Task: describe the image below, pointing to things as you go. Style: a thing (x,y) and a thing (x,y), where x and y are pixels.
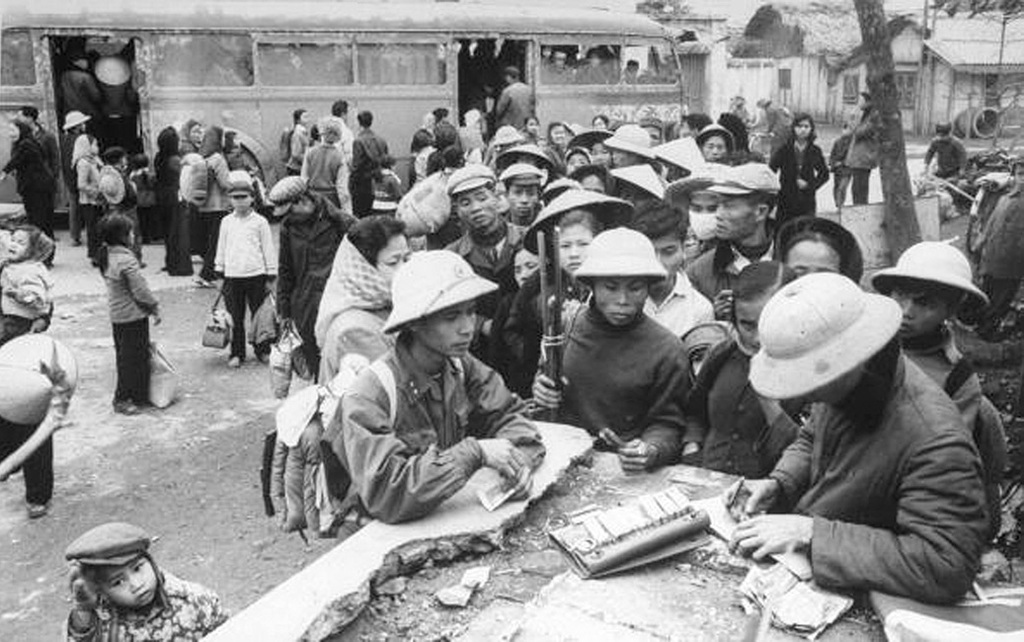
This is a black and white picture. We can see a few objects (915,629) on the right side (881,595). There are some people (642,398) holding objects (491,490) in their hands (519,481). We can see a few people (26,219) visible from left to right at the back (348,108). There are some people (69,72) visible in the bus (244,28). We can see a tree trunk (873,86) and a few houses (826,19) in the background (903,206).
